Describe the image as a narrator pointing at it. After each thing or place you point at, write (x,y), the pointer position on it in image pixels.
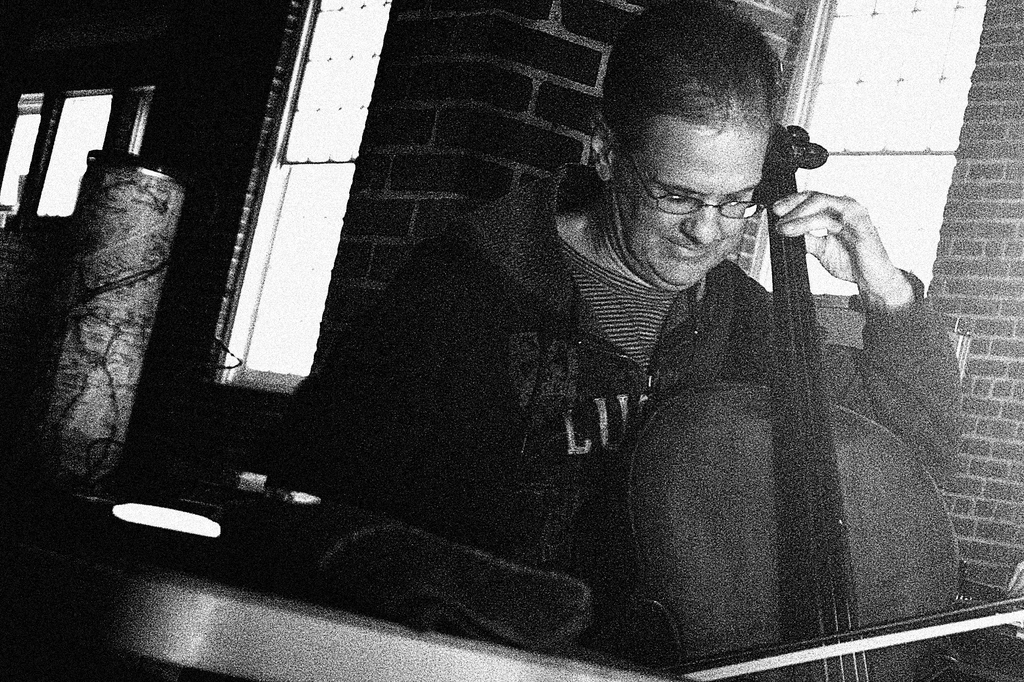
This is a black and white image. Here I can see a person (608,485) is playing the cello (742,623). On the left side (139,611) there is a table (241,601) on which few objects (119,388) are placed. In the background (192,133), I can see a wall (382,120) along with the windows (297,136).
